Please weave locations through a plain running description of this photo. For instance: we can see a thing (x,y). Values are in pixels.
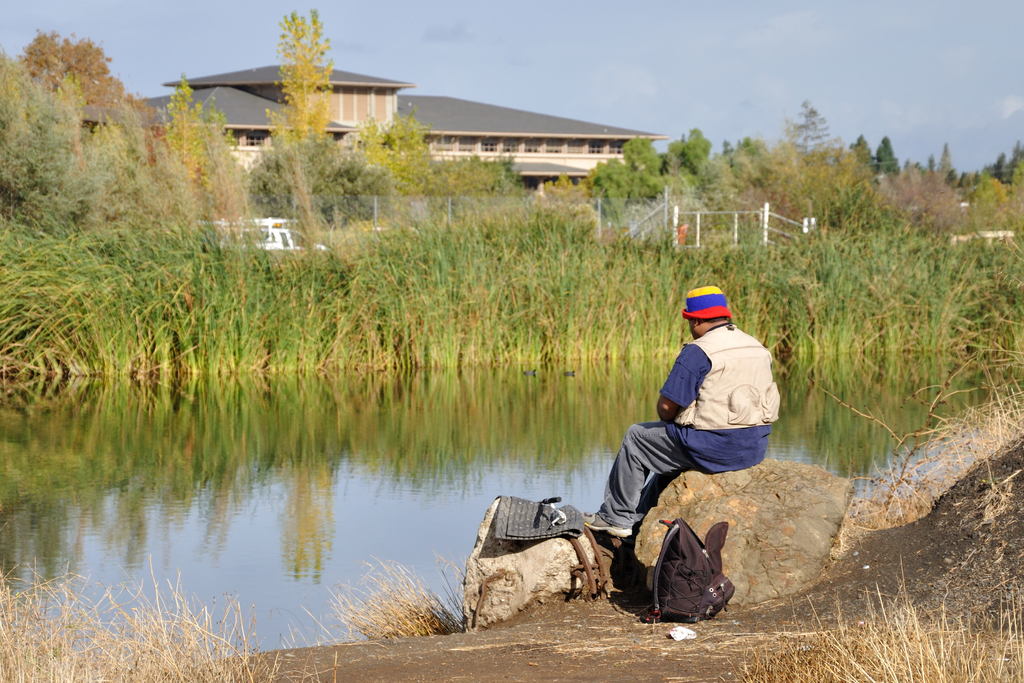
This picture is taken from the outside of the city. In this image, on the right side (716,392), we can see a man (716,417) sitting on the rock (720,498). on the right side (693,598), we can also see a bag (709,609) which is placed on the land (711,637). On the right side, we can also see a cloth (528,523). In the background (454,272), we can see some plants (17,285), trees (43,183), net fence (736,238), building (437,146), window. At the top (761,20), we can see a sky (789,83), at the bottom (717,484), we can see some plants (770,653), water (900,415) in a lake (906,427), rocks (814,533) and a grass (221,635).
